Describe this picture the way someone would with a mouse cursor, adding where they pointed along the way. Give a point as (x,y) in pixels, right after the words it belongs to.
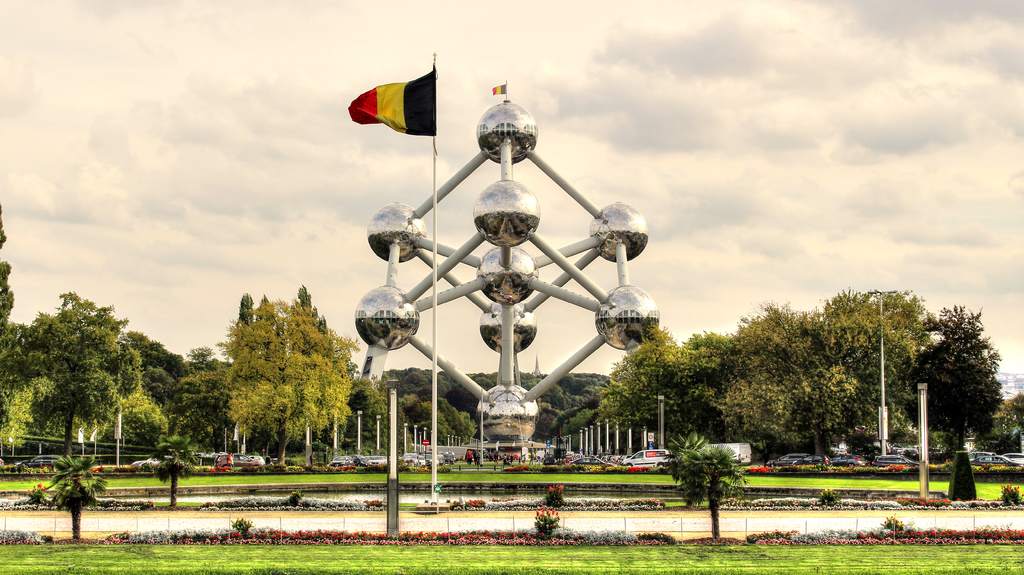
In the center of the image (507,235) we can see an Atomium (497,297) and the flag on it. We can also see some people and a group of vehicles (736,454) on the ground (287,517). We can also see a group of trees (834,432), water (409,498), plants (584,502) with flowers (568,505), grass (619,553), some poles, a fence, the flag (412,105) to a pole (433,420), the boards (424,439) and the sky (336,195) which looks cloudy.
